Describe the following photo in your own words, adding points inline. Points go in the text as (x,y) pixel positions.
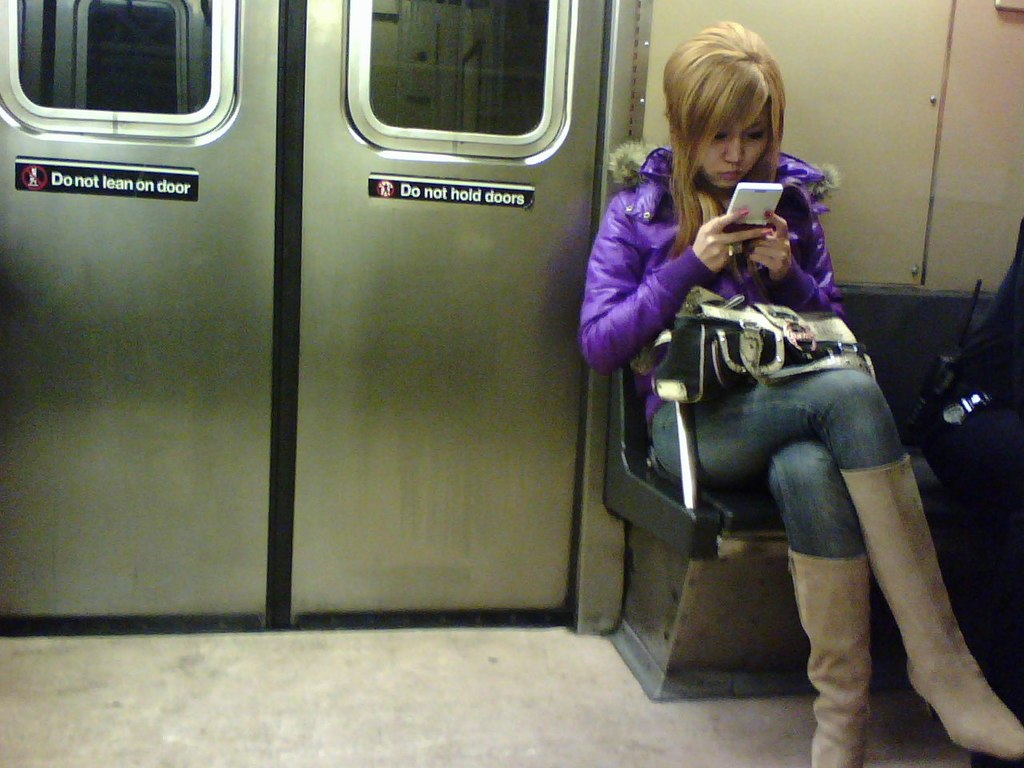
In the foreground (766,629) I can see a woman (666,432) is sitting on the bench (726,511) and holding a mobile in hand (780,267) and a person (931,416) is sitting on the bench (685,476). In the background (889,188) I can see doors (318,161) and a wall (862,249). This image is taken may be in a subway car (304,492).
